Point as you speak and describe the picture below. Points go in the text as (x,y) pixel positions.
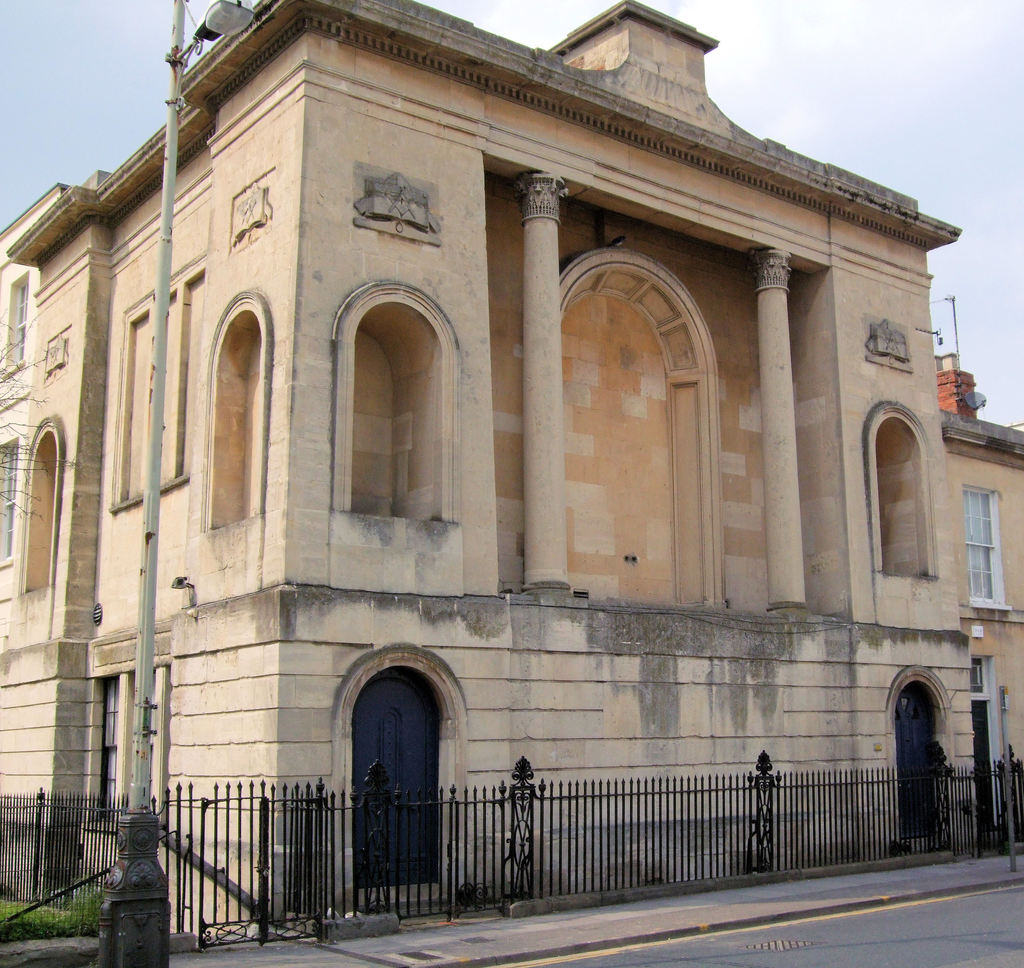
In the image in the center (490,376) there is a building (820,661), wall (341,782), fence (12,824), pillars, doors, poles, grass (29,920) and road (909,916). In the background (98,34) we can see the sky (896,39) and clouds (833,76).
